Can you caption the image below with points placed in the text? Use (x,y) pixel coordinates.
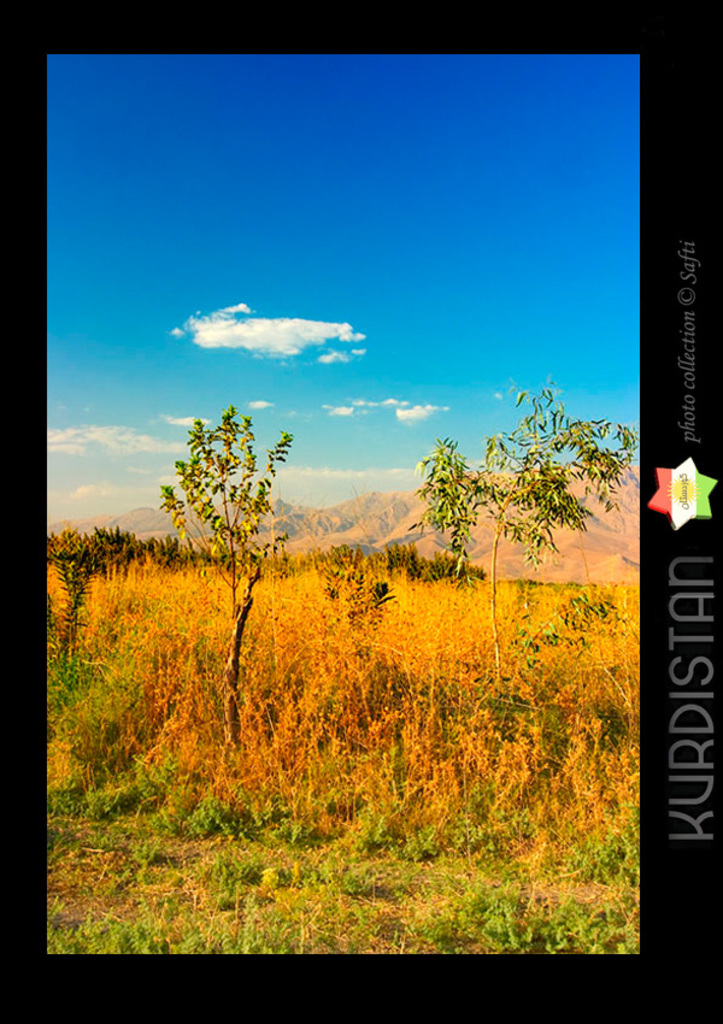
In this image I can see plants (317,591) and there are mountains (360,511) at the back (595,552). There are black boundaries (673,649).
